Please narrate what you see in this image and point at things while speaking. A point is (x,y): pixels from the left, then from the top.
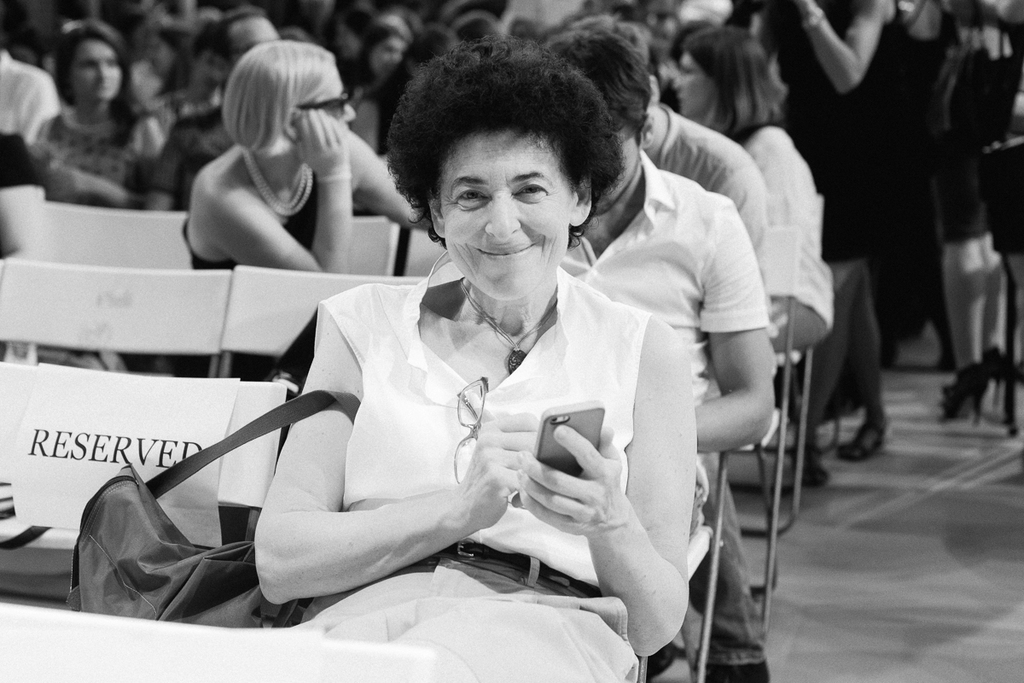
In this image there are group of people (499,167), few are sitting and few are standing. There is a women (402,390) with white shirt (371,363) sitting and smiling and she is holding phone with her left hand (579,443).
